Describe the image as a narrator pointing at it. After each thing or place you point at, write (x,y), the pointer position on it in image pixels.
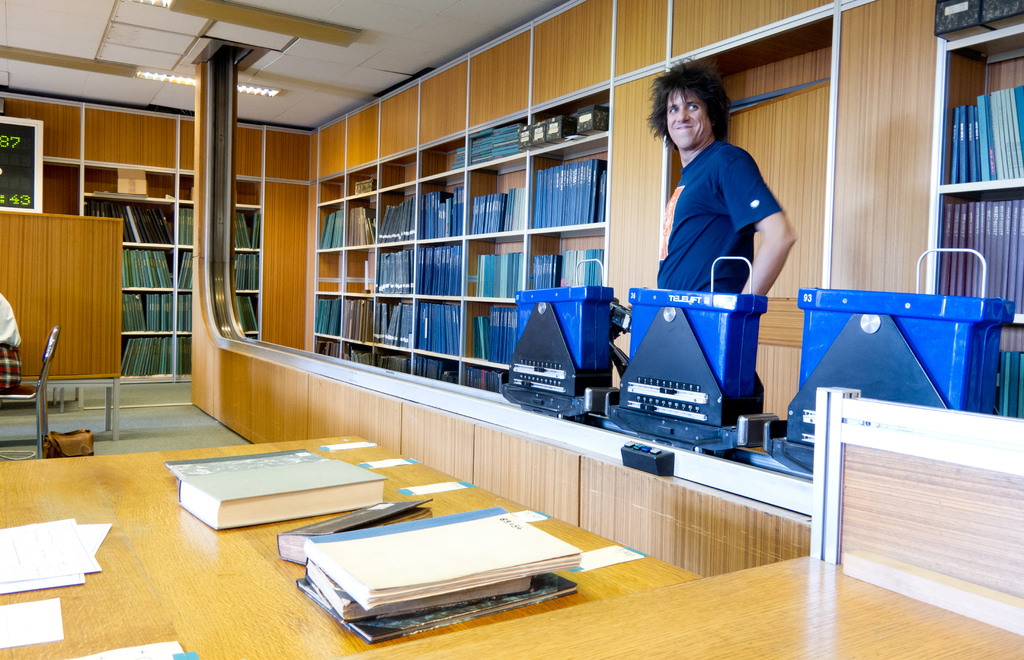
This is a picture taken in a room (379,528), the man (704,231) in blue t shirt (714,211) was standing on the floor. In front of the man (727,246) there are some machines (687,379), table (163,554) and on the table (177,586) there are books (306,575), paper (58,581) and some items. Behind the man (678,215) there are shelves (325,213) with files (572,195), wooden wall (285,245) and there are ceiling lights (249,87) on the top (264,84).
